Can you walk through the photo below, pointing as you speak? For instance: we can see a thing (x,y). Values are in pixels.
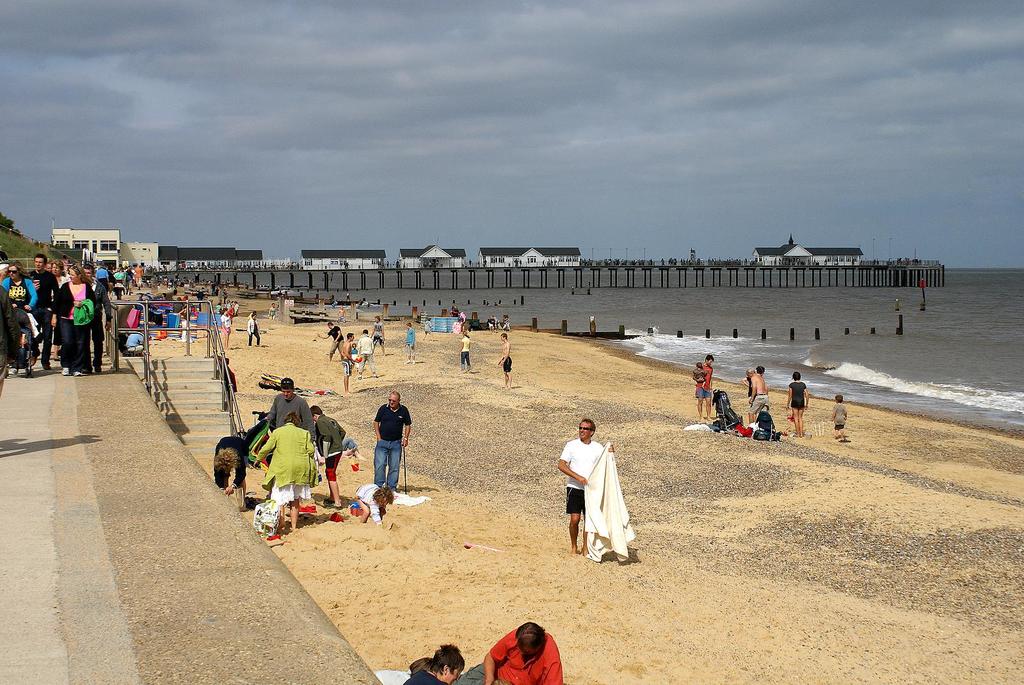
This is the picture of a beach (654,377) in which there are some people (43,347) holding some things (603,458) and to the side there is a bridge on which there are some houses (251,260).
